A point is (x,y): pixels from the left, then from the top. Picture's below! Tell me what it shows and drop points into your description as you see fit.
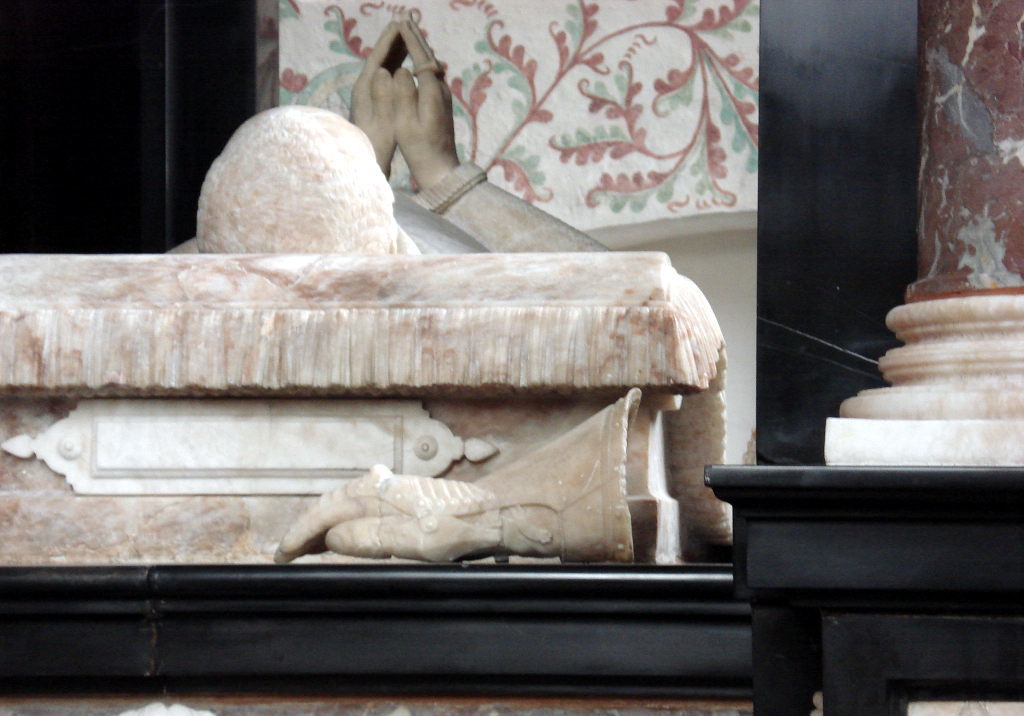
In this image I can see a statue (407,142) and a depiction of a hand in the centre of this image (560,315).
